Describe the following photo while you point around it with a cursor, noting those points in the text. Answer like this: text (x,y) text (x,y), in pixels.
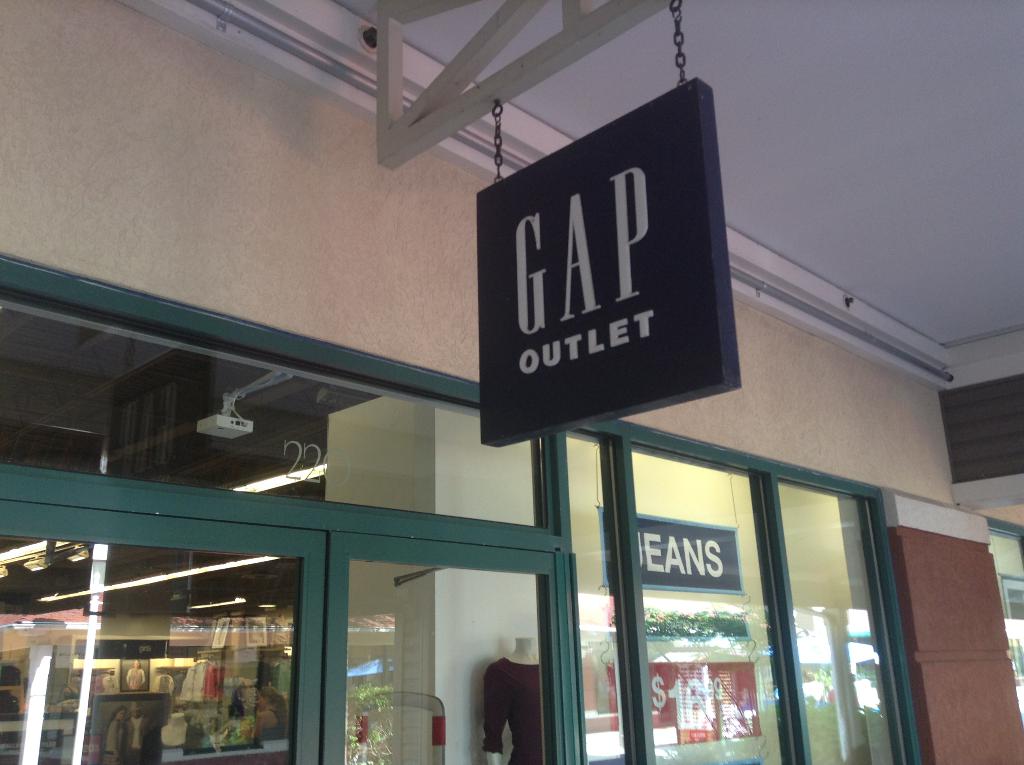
In the picture I can see the glass windows (580,501). I can see a rectangle shape object (555,241) hanging on the metal structure (604,23). I can see a mannequin (508,661) with red color T-shirt (511,709) and it is at the bottom of the picture (492,663). There is a pipeline (286,42) on the wall (338,123) at the top of the picture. I can see a projector (237,431) on the roof (176,396) on the left side (242,419).
